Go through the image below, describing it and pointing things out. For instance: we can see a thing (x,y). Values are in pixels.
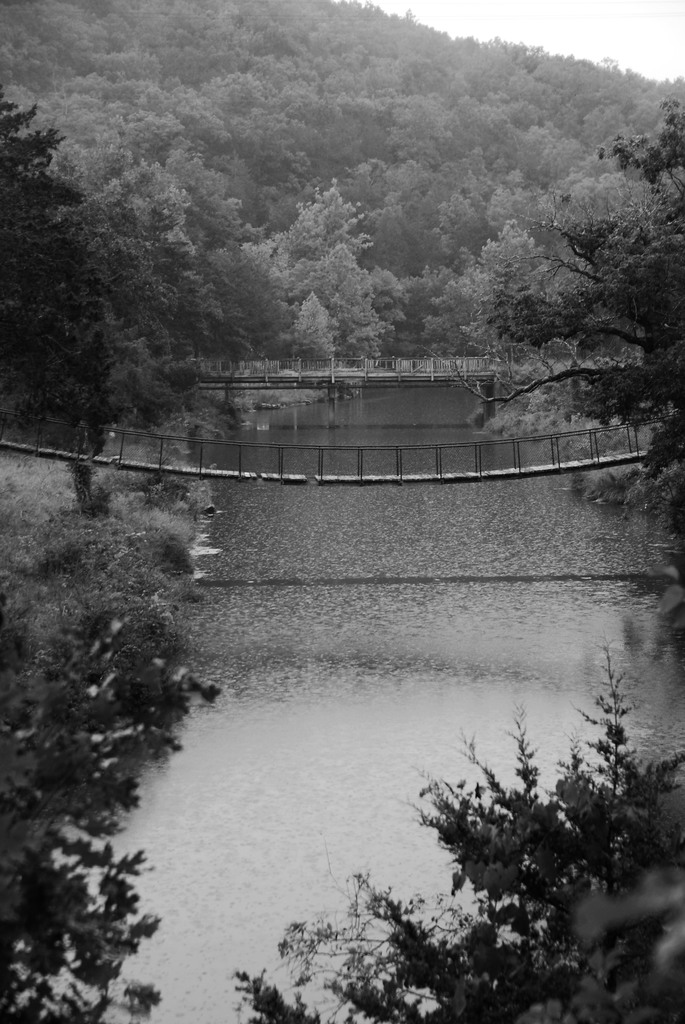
In this picture we can see trees (71,874), water (362,410), bridges (163,471) and in the background (623,42) we can see the sky (518,17).
